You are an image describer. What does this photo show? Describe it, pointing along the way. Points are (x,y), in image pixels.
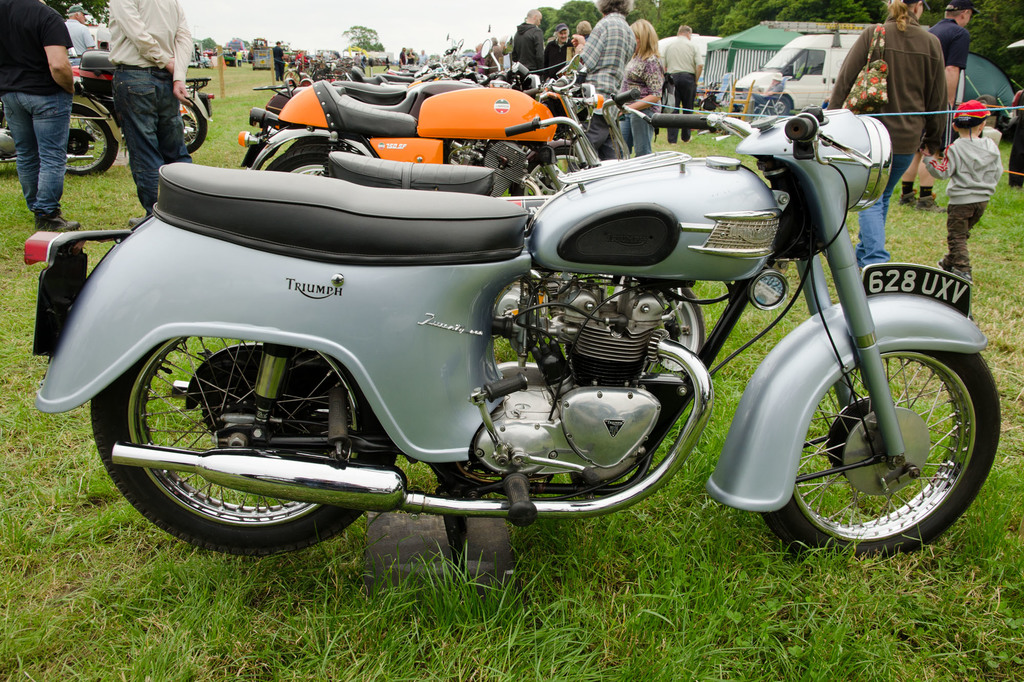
There are bikes (364,78) parked on the grass (538,537) on the ground (788,557), near persons (140,80) standing and near persons (949,242) walking. In the background (813,37), there are vehicles (800,41), there are trees (706,12) and there is sky (412,14).
